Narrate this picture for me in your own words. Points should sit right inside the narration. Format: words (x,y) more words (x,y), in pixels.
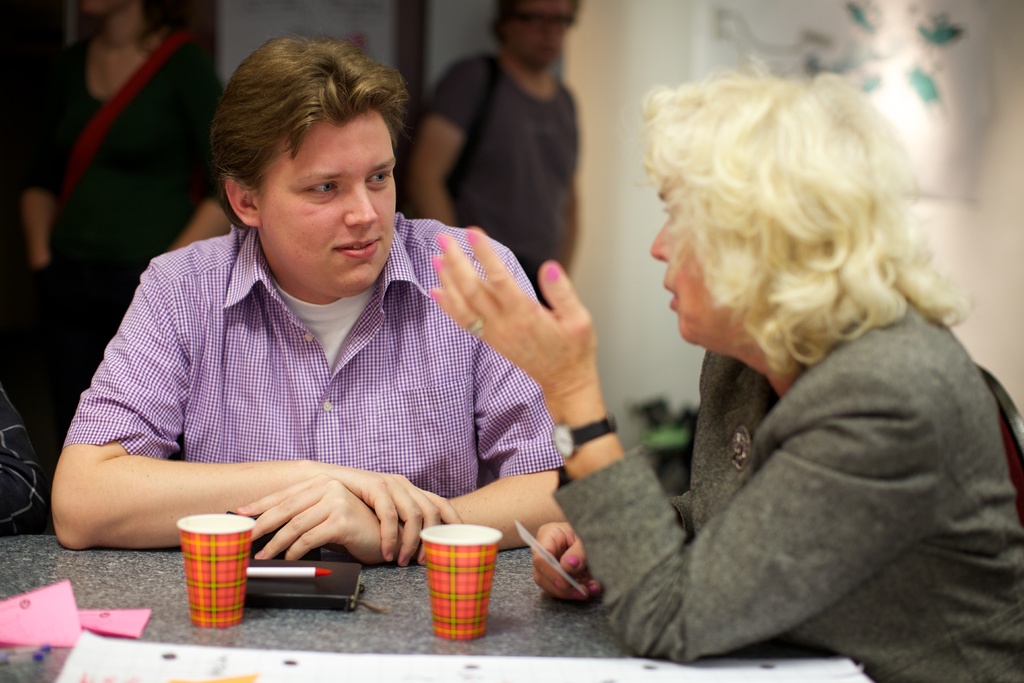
In this image there are two persons (524,419) who are sitting in front of them there is book (325,592), pen (260,571) and two glasses (244,522) at the background of the image (61,226) there are two persons (534,105) standing.
